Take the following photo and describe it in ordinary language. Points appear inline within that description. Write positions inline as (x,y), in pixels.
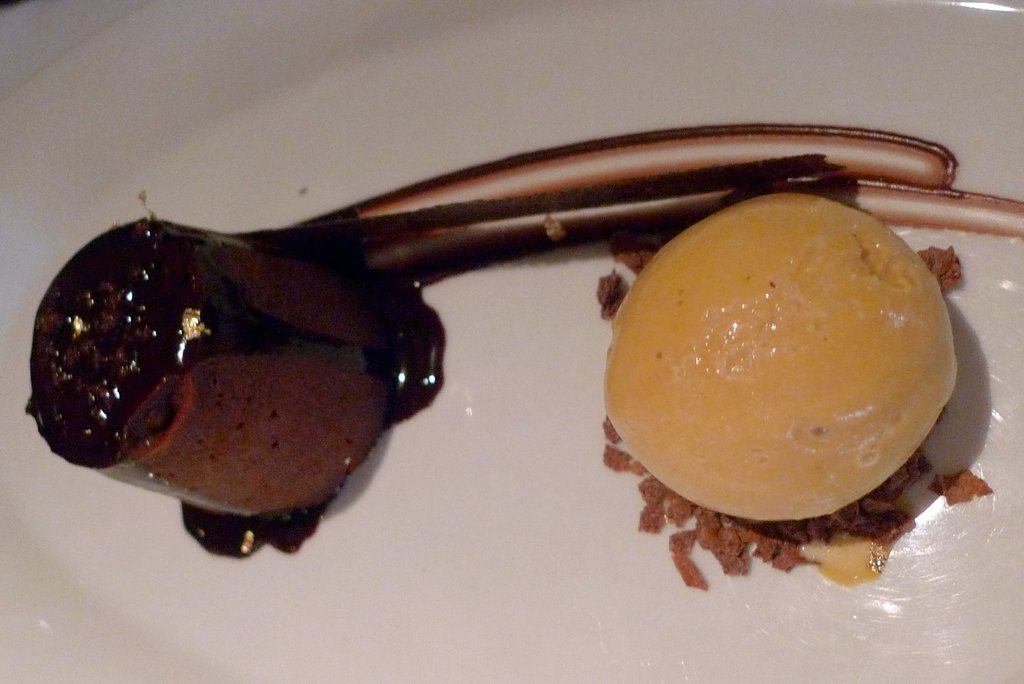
In this picture we can see food items (484,206) and these are placed on a white plate (60,194).
